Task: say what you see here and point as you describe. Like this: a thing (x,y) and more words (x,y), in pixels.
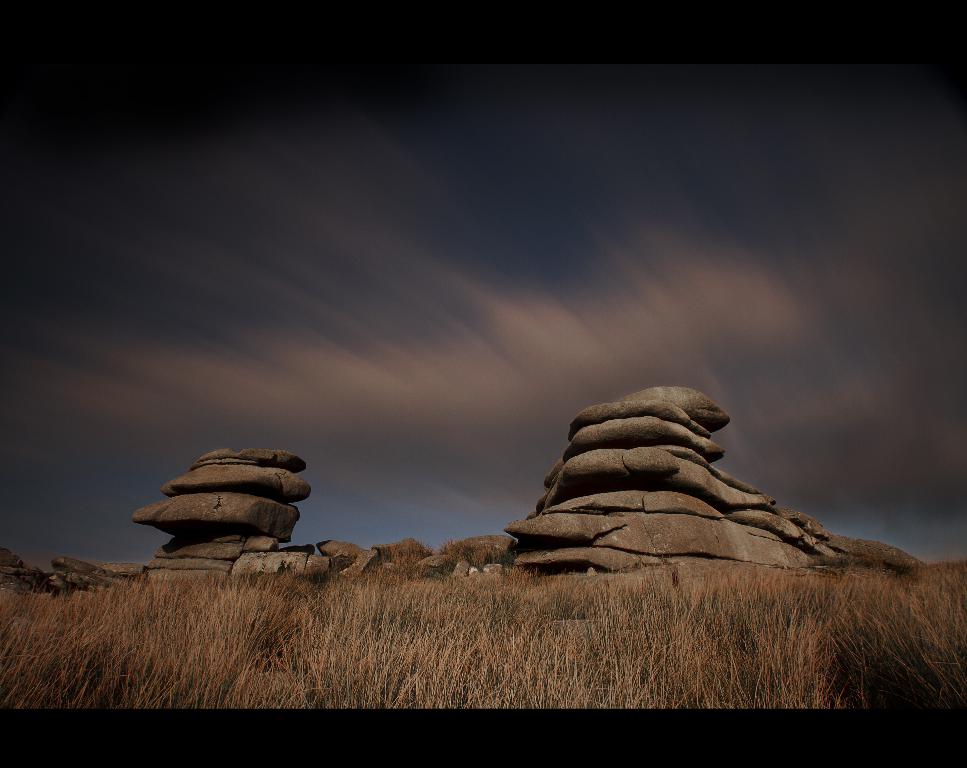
In this image, we can see some grass (461,619). There are rocks (621,506) in the middle of the image (593,455). In the background of the image (267,273), there is a sky (300,271).
